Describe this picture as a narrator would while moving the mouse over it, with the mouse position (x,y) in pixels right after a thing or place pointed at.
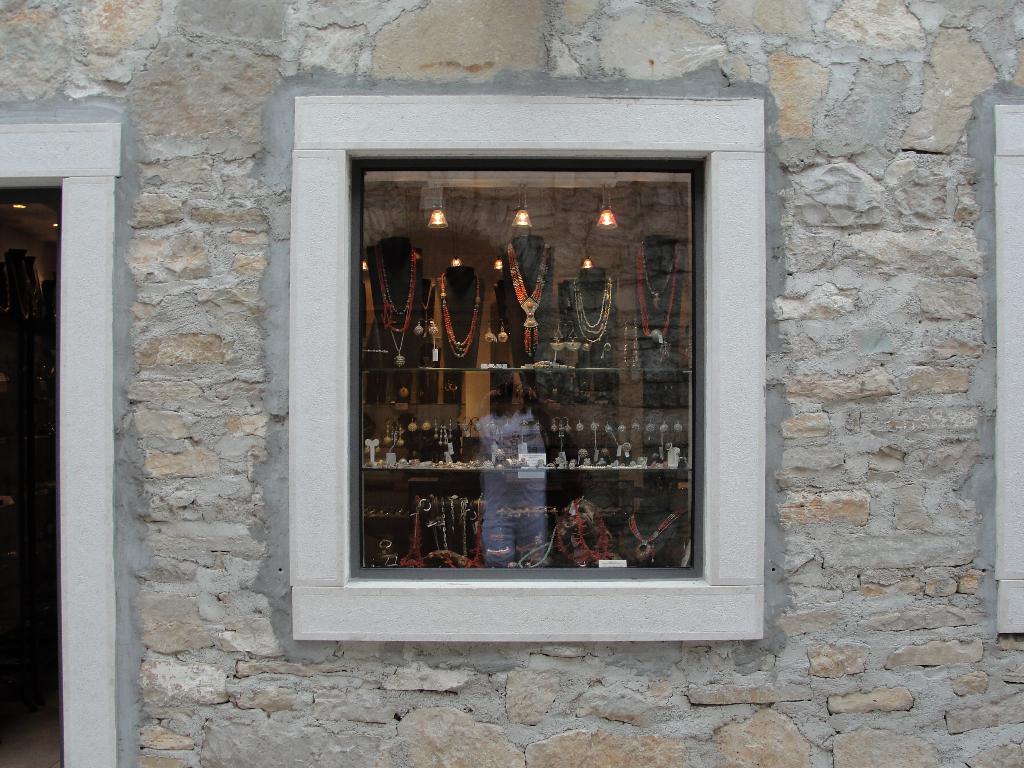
In this image in the center (643,380) there is a window (375,189) and through the window (586,376) i can see a reflection of person (507,478), necklaces (468,509), lights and some other objects (531,458). And on the right side (1009,371) and left side (90,371) there are windows (78,359), and in the background (476,25) there is wall (196,647).
